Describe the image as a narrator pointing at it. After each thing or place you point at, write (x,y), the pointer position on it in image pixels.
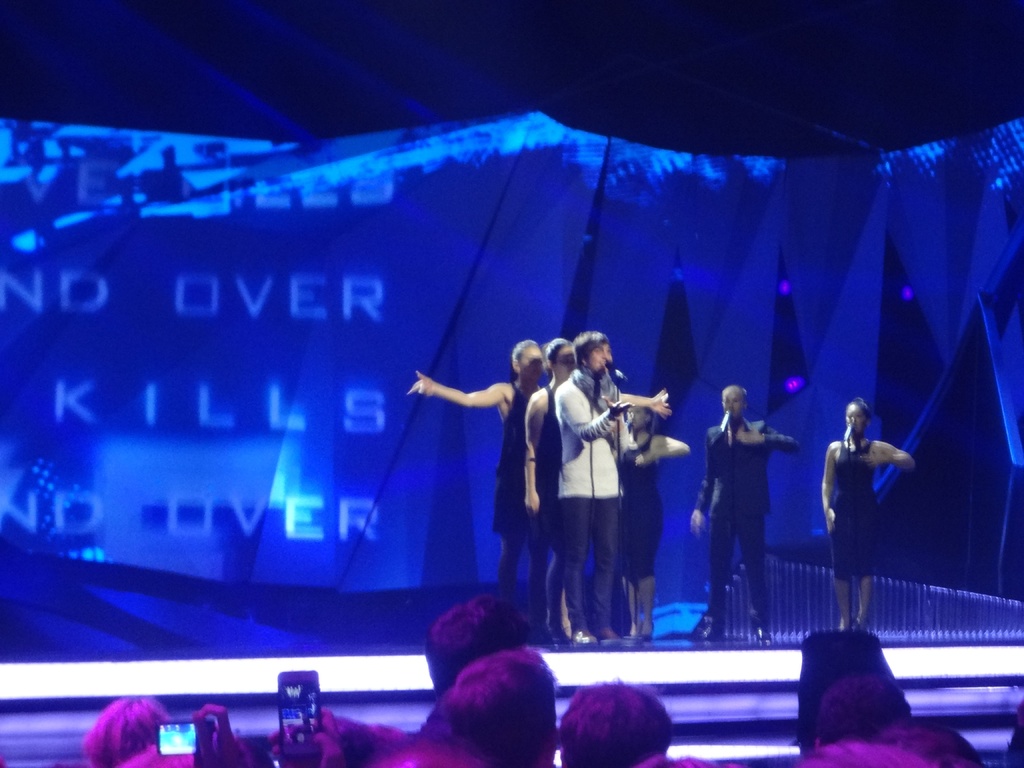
In this image I can see the stage (298,618), few persons (641,507) standing on the stage (339,609) and few microphones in front of them. I can see few other persons (507,656) standing in front of the stage (414,716) and few of them are holding cell phones (168,730) in their hands (334,767). In the background (219,341) I can see a huge screen (217,333) which is blue in color.
